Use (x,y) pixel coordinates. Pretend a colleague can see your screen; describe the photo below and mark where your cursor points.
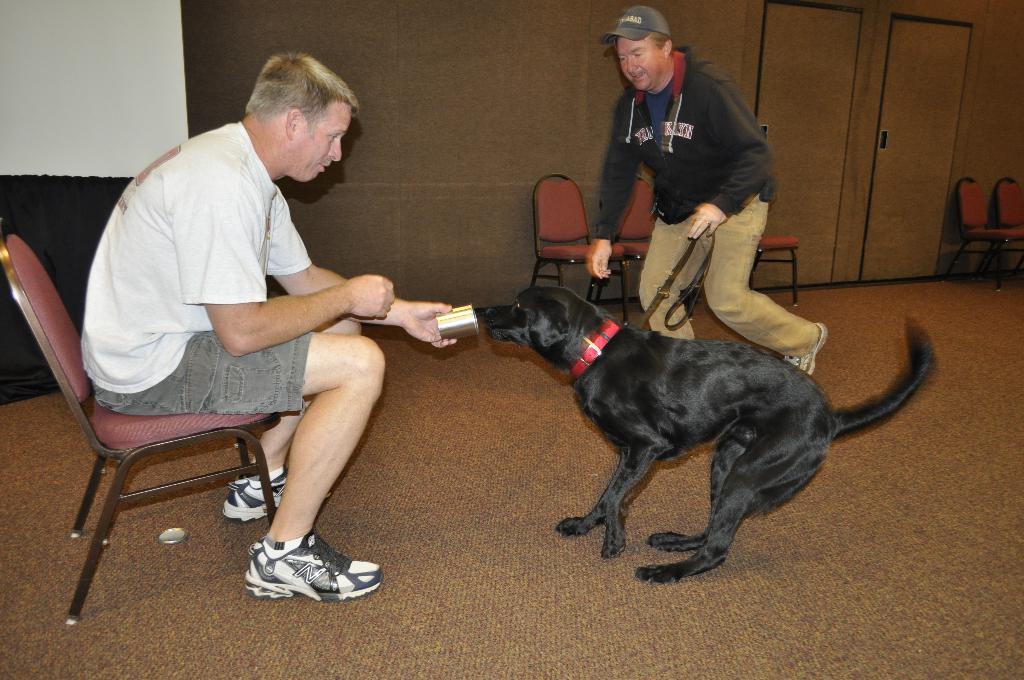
In this picture we can see two persons (687,156) where one man (231,330) sitting on chair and giving some utensil (466,325) to dog (624,348) and other man (696,205) is running holding rope (678,271) in his hand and in background (527,54) we can see wall (443,18), doors (817,156), chairs (757,241).
